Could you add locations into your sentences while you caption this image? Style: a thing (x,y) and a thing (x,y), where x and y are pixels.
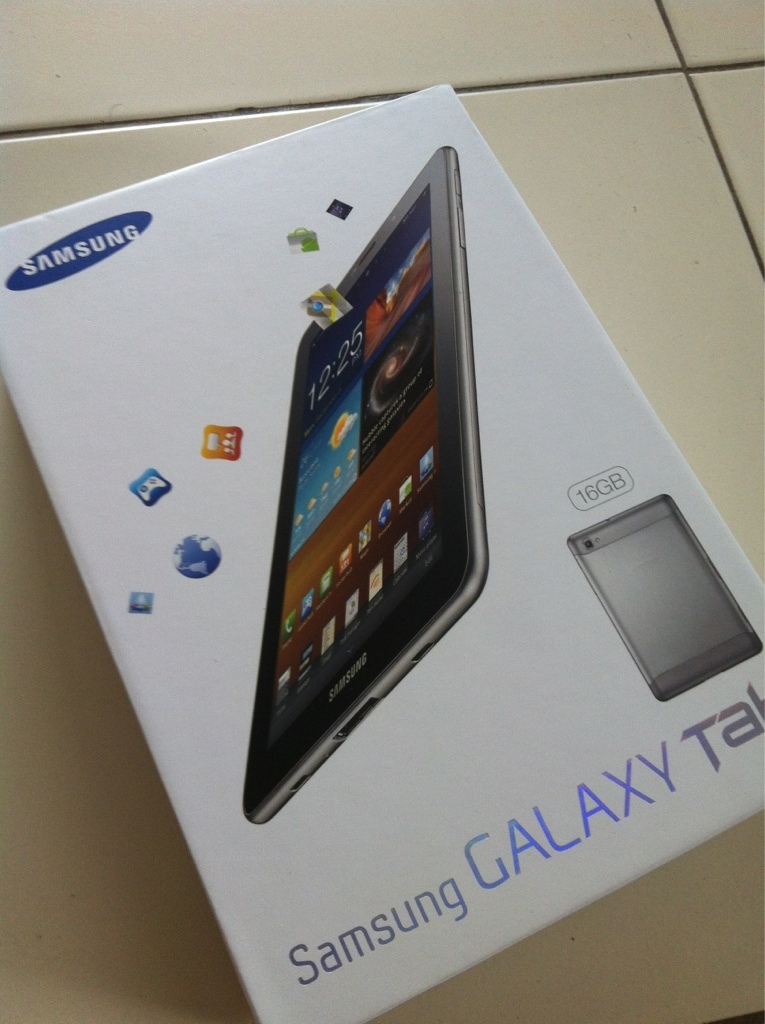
In this image we can see a box (304,780) which is placed on the floor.
